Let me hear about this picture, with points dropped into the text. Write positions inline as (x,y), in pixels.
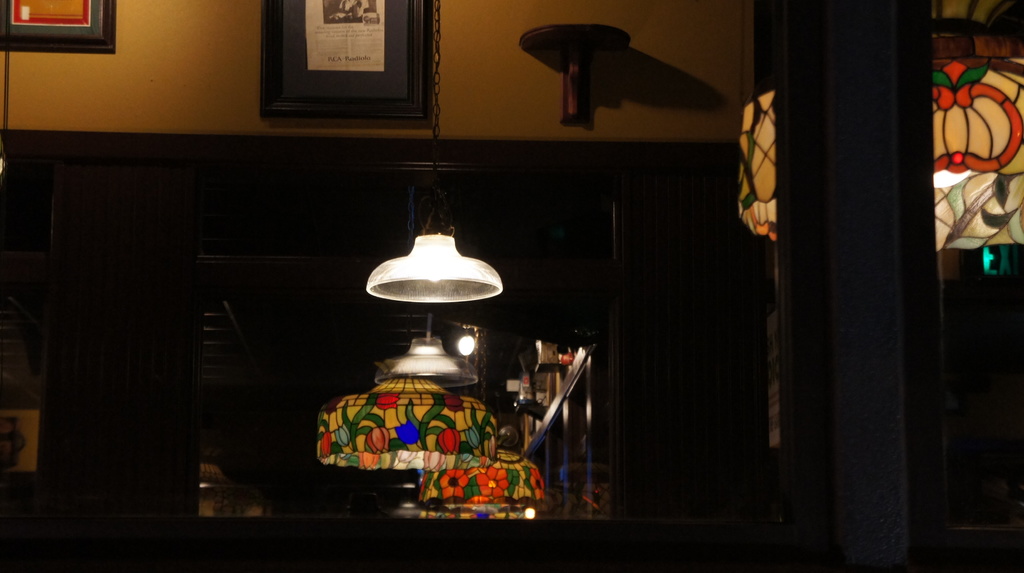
In this image we can see some lamps (444,282). On the backside (181,125) we can see a photo frame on the wall (238,125) and a mirror (222,339).
